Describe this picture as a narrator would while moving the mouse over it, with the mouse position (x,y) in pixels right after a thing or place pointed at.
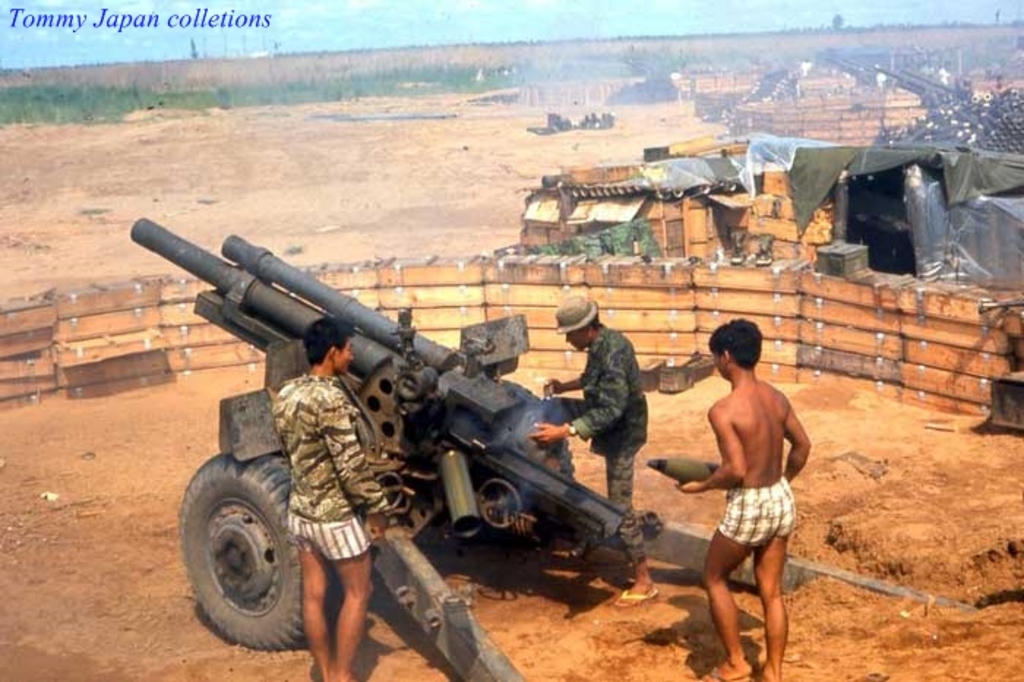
There are two persons (625,342) standing near a howitzer (432,381), which is near a person (766,397) who is holding a shell (656,462) and walking on the ground (564,678). Around this howitzer (222,601), there is a wooden wall (527,311), which is near tent (964,175) and other objects (606,212). In the background (228,14), there are vehicles (856,70), there is grass (14,99) on the ground (228,94), there are trees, there is watermark (243,22) and there are clouds (511,20) in the blue sky (280,35).
